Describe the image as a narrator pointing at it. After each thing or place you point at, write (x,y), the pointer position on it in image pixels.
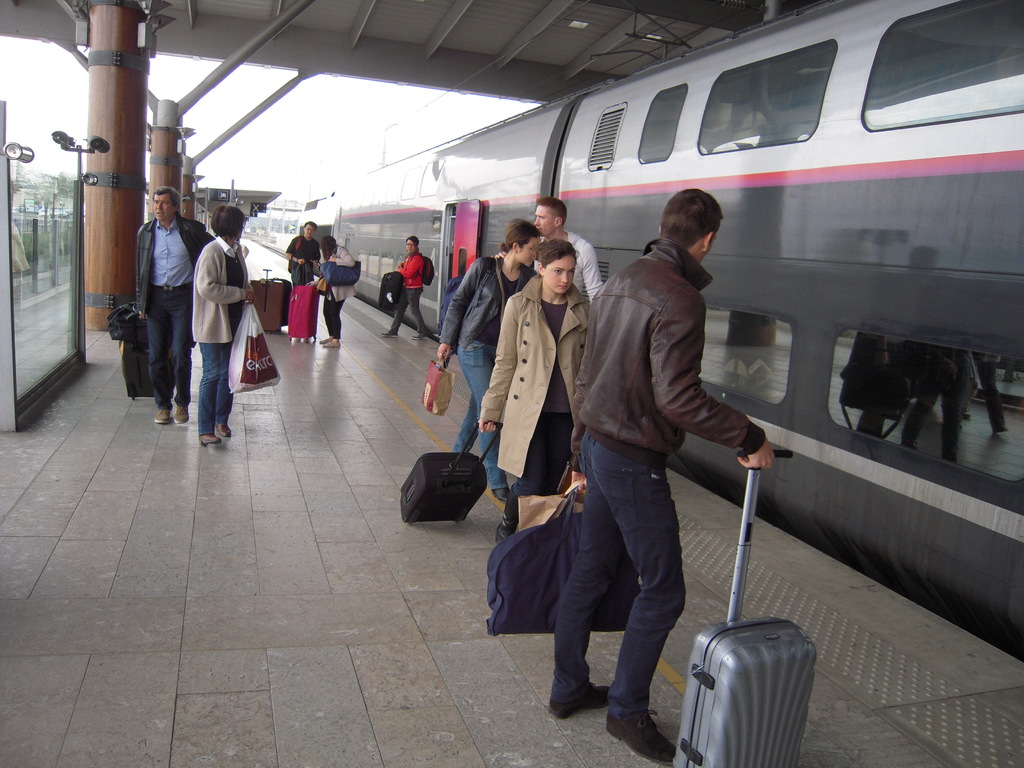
In the middle of the image (648,378) few people (666,405) are walking on a platform (502,758). Behind them there is a train (641,167). At the top of the image (528,21) there is a roof (368,73). Top left side of the image (240,80) there is a sky (386,98) and there is a fencing (49,237).
